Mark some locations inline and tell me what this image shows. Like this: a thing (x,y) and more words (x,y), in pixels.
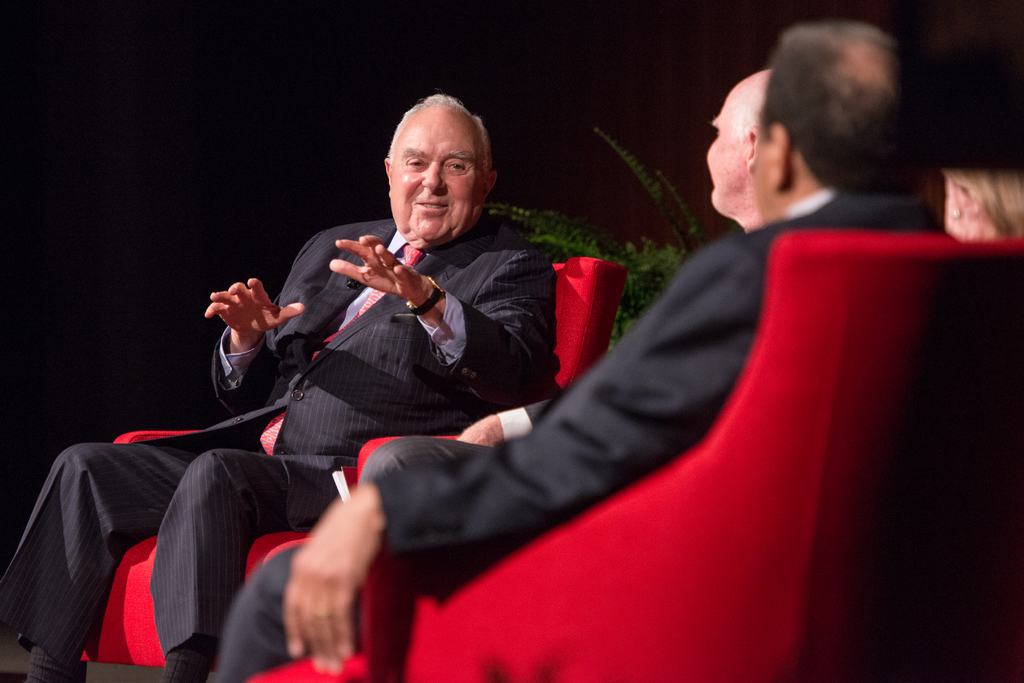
In this image few persons (519,376) are sitting on the red color chairs (701,505). A person (134,489) wearing suit (516,364) and tie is sitting on the chair (582,339). Behind him there is a plant (658,269). Background (344,6) is in black color.
